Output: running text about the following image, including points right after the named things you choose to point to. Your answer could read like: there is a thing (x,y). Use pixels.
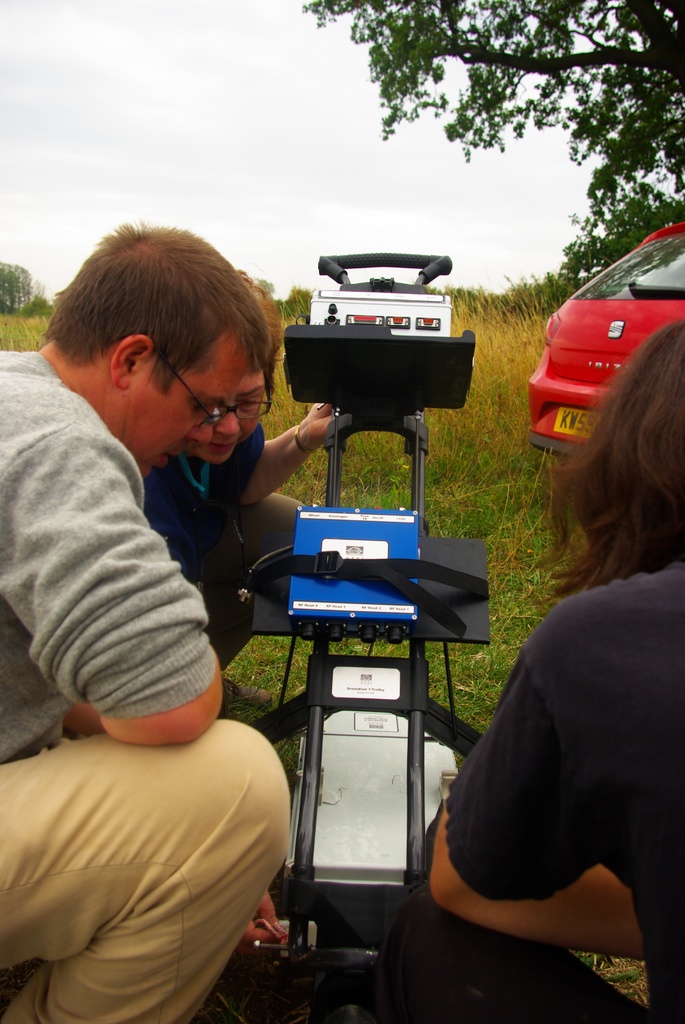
In this image I can see three people (144,806) with different color dresses (487,892). I can see an electronic device (364,626) in-front of these people (262,787). In the background (430,469) I can see the red color car (539,428) on the grass (484,447), trees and the sky (466,187).
